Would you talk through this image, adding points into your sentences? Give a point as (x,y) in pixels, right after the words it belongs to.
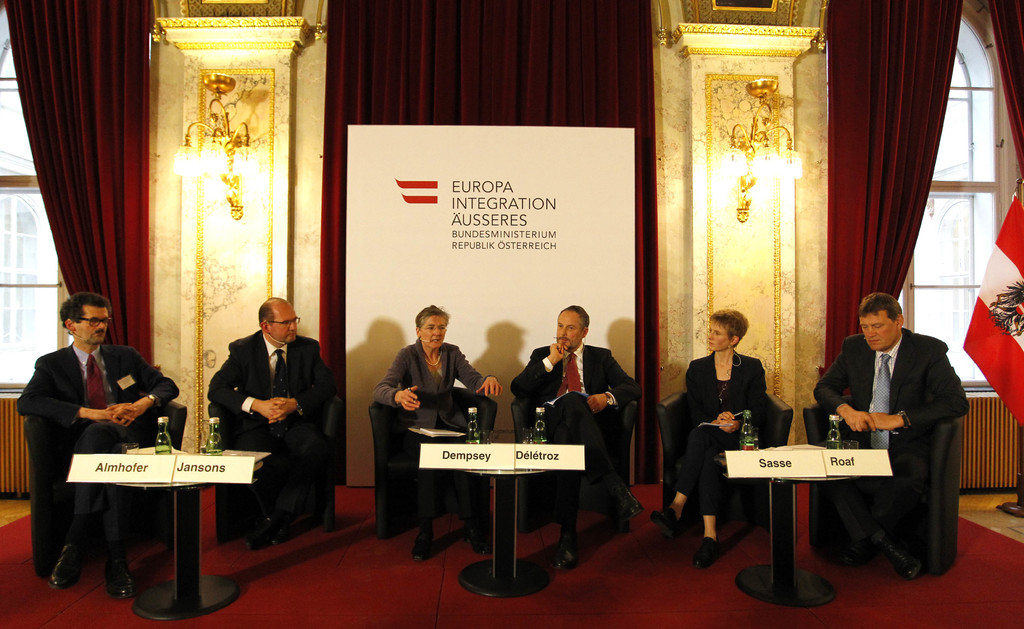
As we can see in the image, there are curtains (342,145), lights (780,152), banner (455,183). In the front (178,385) there are few people (256,407) sitting on chairs (671,418) and a poster (173,462) and bottle (162,442).
